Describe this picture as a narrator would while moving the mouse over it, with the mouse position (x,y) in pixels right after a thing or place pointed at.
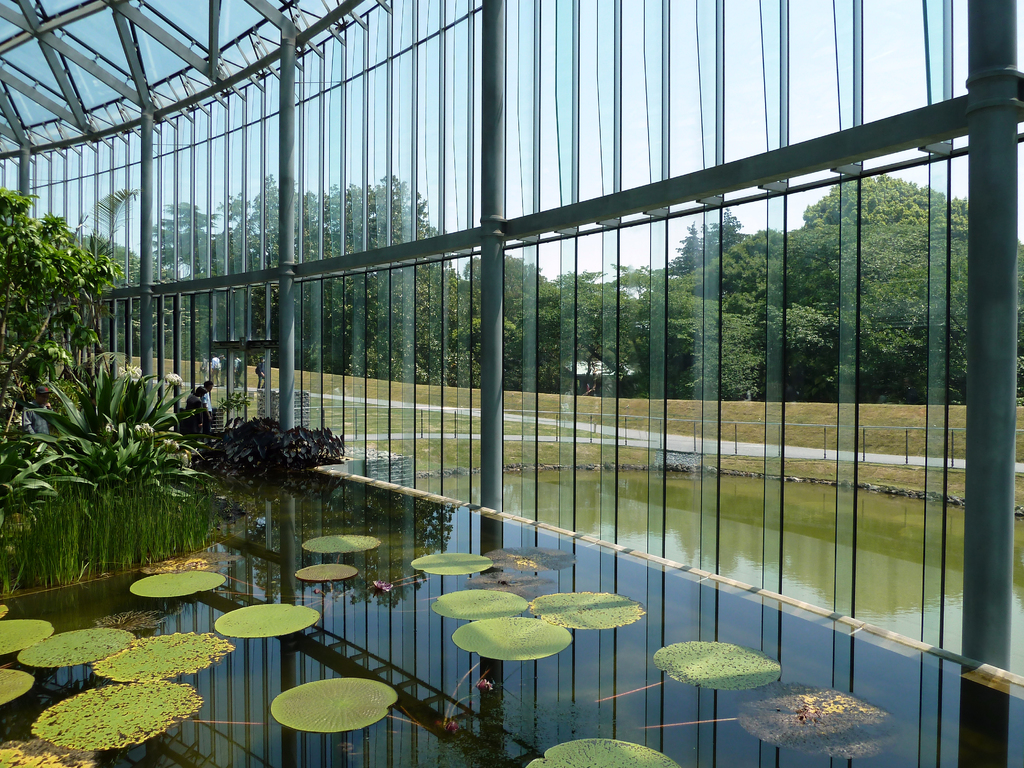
In the image we can see there are people (217,368) wearing clothes (202,426). These are the plants (123,442), lotus leaves (149,666), water (533,686), trees (742,339) and a sky (687,54). These are the poles (488,163) and these are the glass sheets (621,401).
